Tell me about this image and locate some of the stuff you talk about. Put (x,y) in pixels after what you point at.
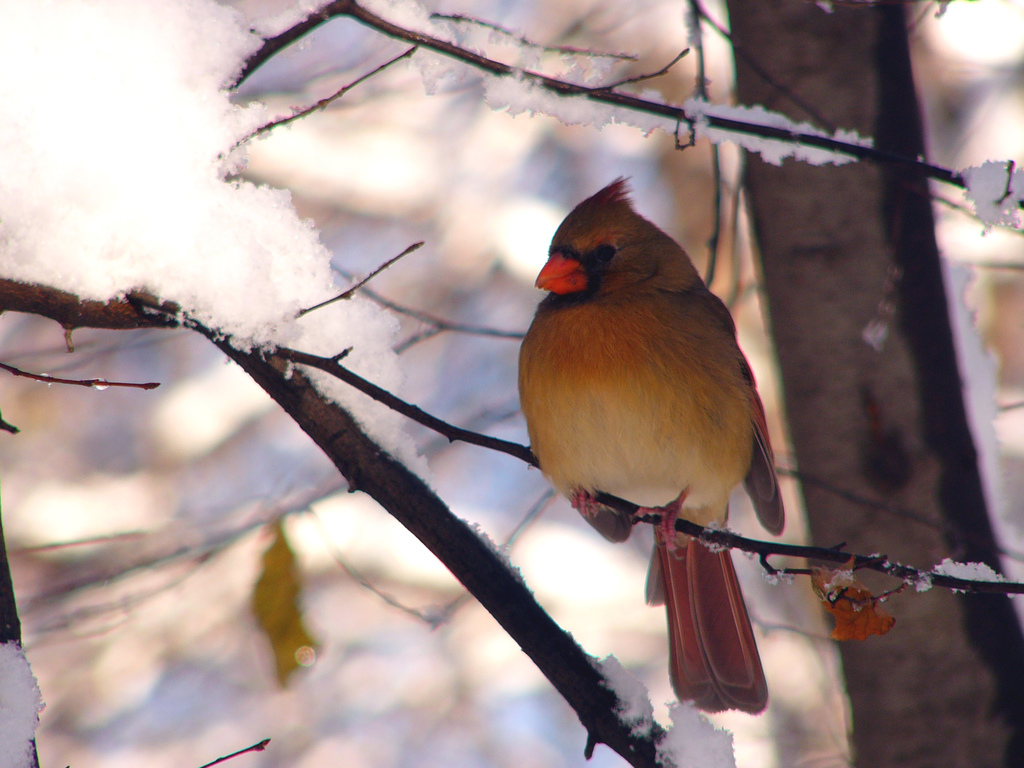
In the center of the image (606,499) we can see branches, one leaf (838,612) and ice (712,548). On one of the branches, we can see a bird (679,594). In the background (648,568), we can see it is blurred.
